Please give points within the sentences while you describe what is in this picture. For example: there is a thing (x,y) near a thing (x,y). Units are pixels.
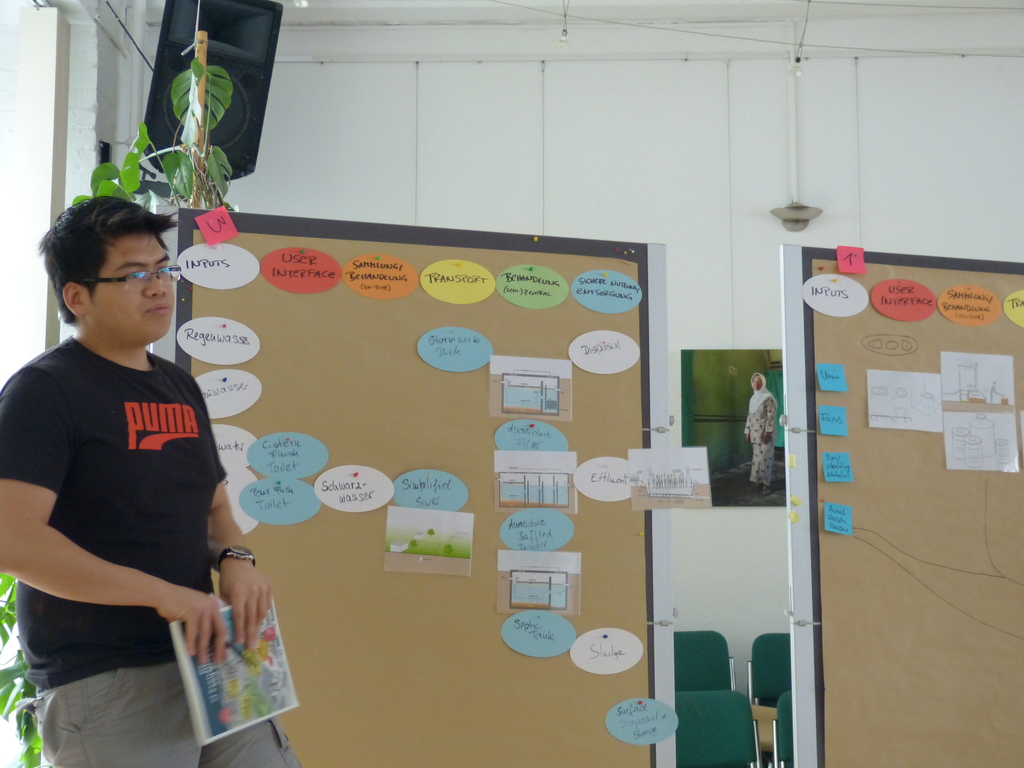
In this image we can see a man (156,493) is standing, he is holding a book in the hands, beside there are boards (548,316) and sticky notes (291,286) on it, there is a plant (199,69), at the corner there is a speaker (168,93), there are chairs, there is a wall (711,327) and a photo frame (690,358) on it.
